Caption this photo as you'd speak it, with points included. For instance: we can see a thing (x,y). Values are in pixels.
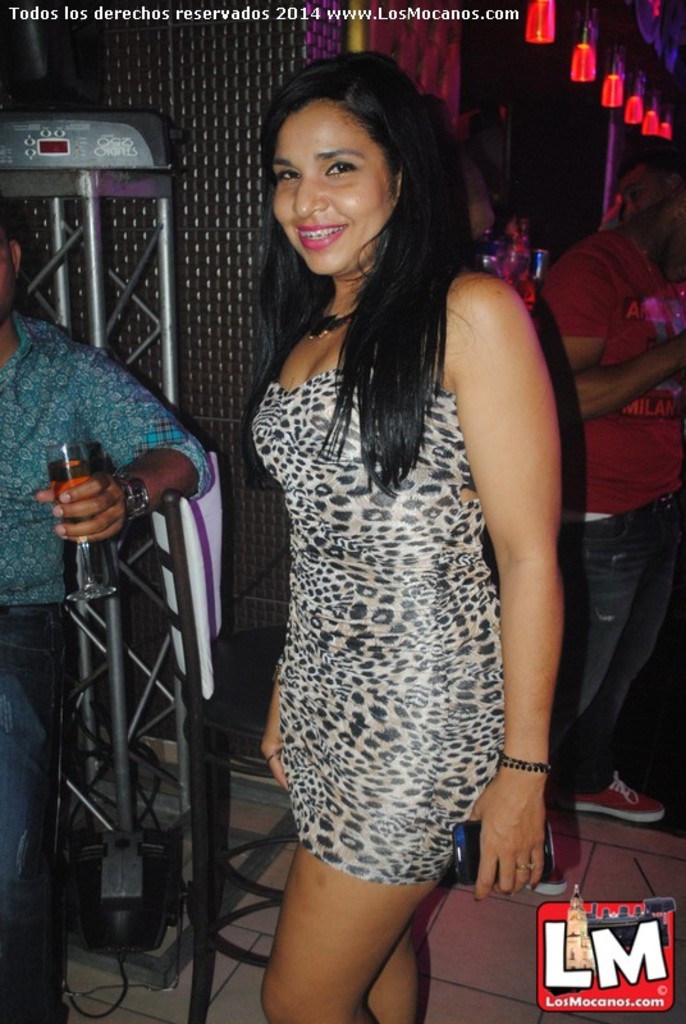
In this picture there are people (321,975), among them there is a woman (369,999) standing and holding a mobile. We can see rods (172,338), board (55,176) and cables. In the background of the image (439,33) we can see lights (531,28) and objects (457,60). At the top of the image (397,15) we can see text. In the bottom right side of the image (546,900) we can see logo (598,911).
